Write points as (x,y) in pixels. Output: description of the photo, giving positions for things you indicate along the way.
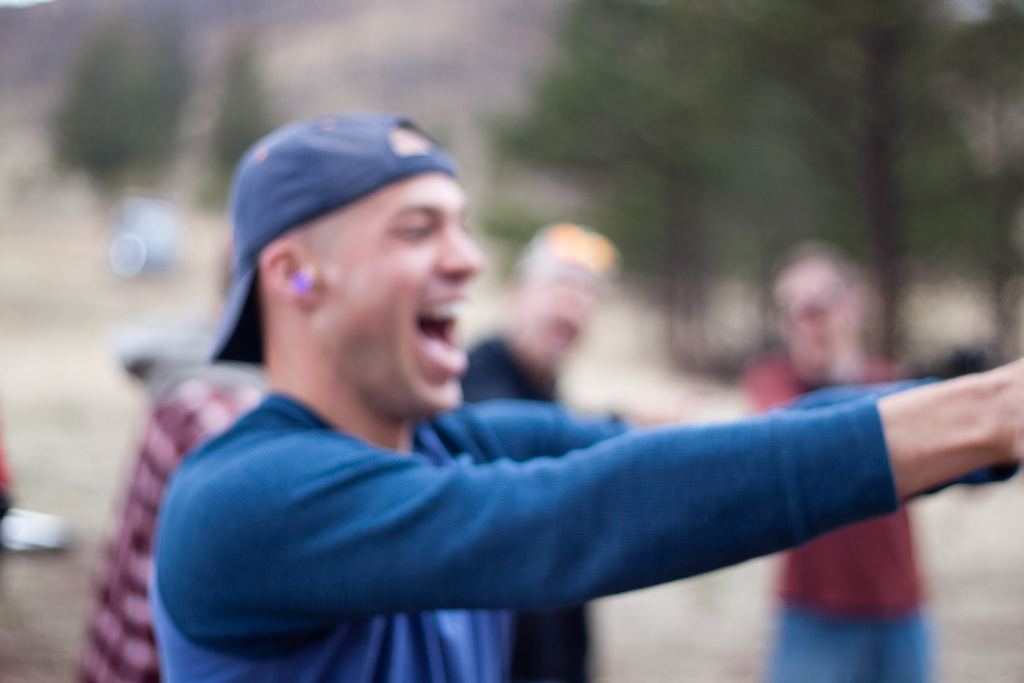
In this image there is a person (251,300) standing wearing blue dress (303,496) and a cap (290,193), in the background (793,322) there are three persons (793,322) standing and there are trees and it is blurred.
